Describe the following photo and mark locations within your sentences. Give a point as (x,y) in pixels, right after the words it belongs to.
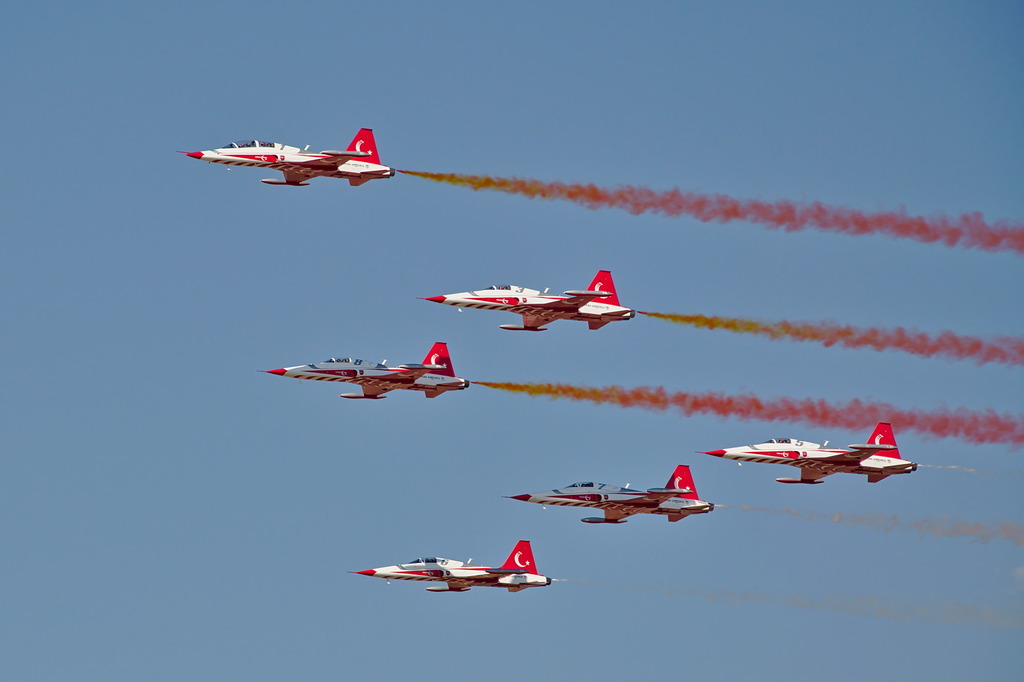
In this image I can see few aircraft (478,308) in air (449,236). I can also see smoke (822,225) and blue colour in the background (324,139).
